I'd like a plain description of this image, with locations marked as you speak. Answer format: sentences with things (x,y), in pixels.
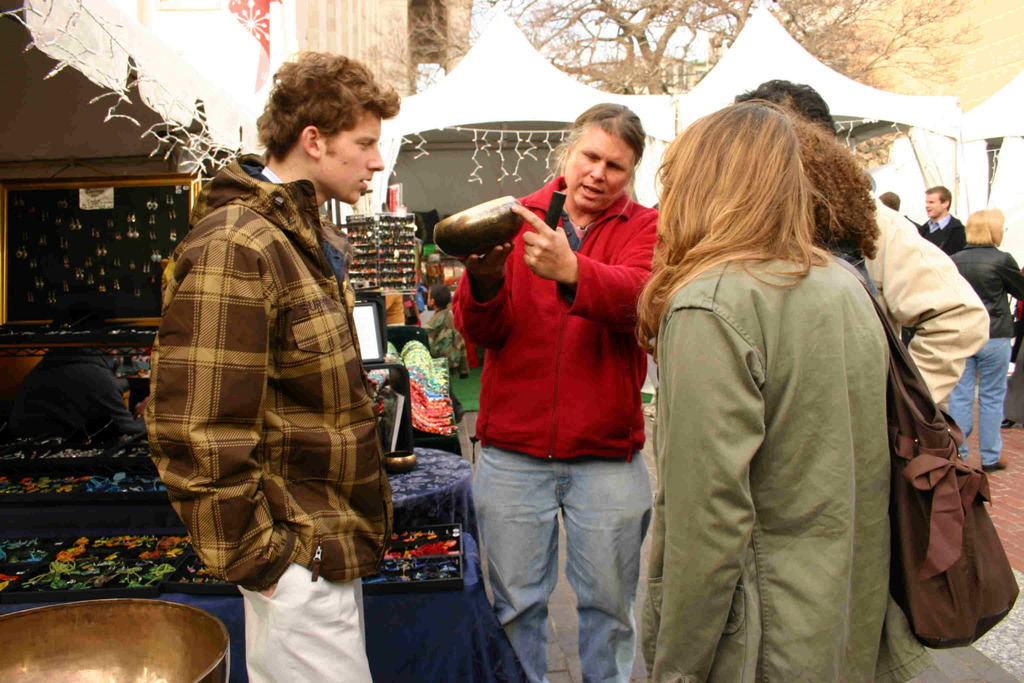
There are people (724,402) standing and this man (556,190) holding an object (455,233) and we can see stall (496,178). In the background (988,201) we can see stalls (417,250) and people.
